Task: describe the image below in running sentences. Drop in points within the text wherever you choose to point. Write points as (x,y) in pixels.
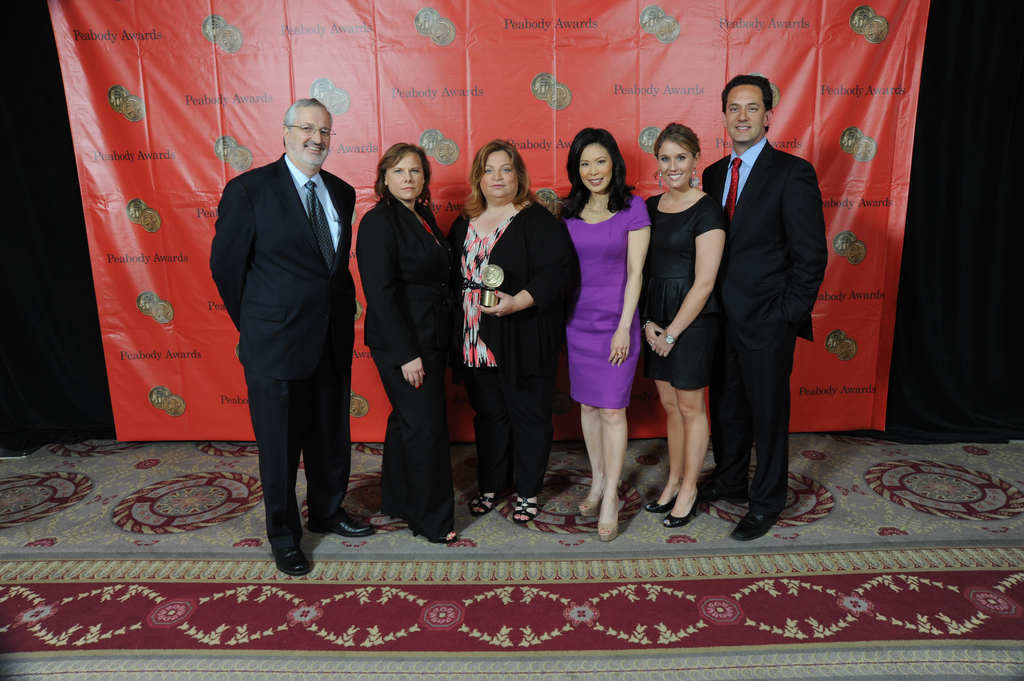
In this image there are group of persons (504,268) standing and smiling. In the background (272,28) there is a banner (525,85) with some text (459,95) written on it and behind the banner (820,115) there is a curtain (915,193) which is black in colour.
